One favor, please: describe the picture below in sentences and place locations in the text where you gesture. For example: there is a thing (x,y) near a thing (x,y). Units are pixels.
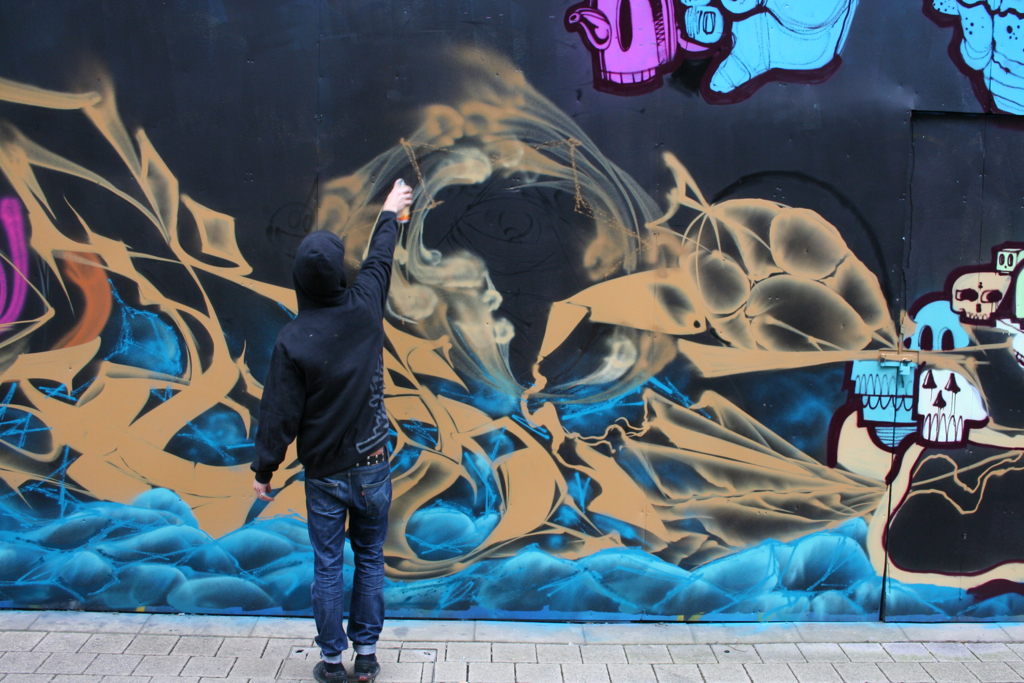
There is a person (362,488) in jean pant (363,580) standing on the footpath (284,682) and holding an object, in front of a wall (263,26), on which, there is painting (521,123).
